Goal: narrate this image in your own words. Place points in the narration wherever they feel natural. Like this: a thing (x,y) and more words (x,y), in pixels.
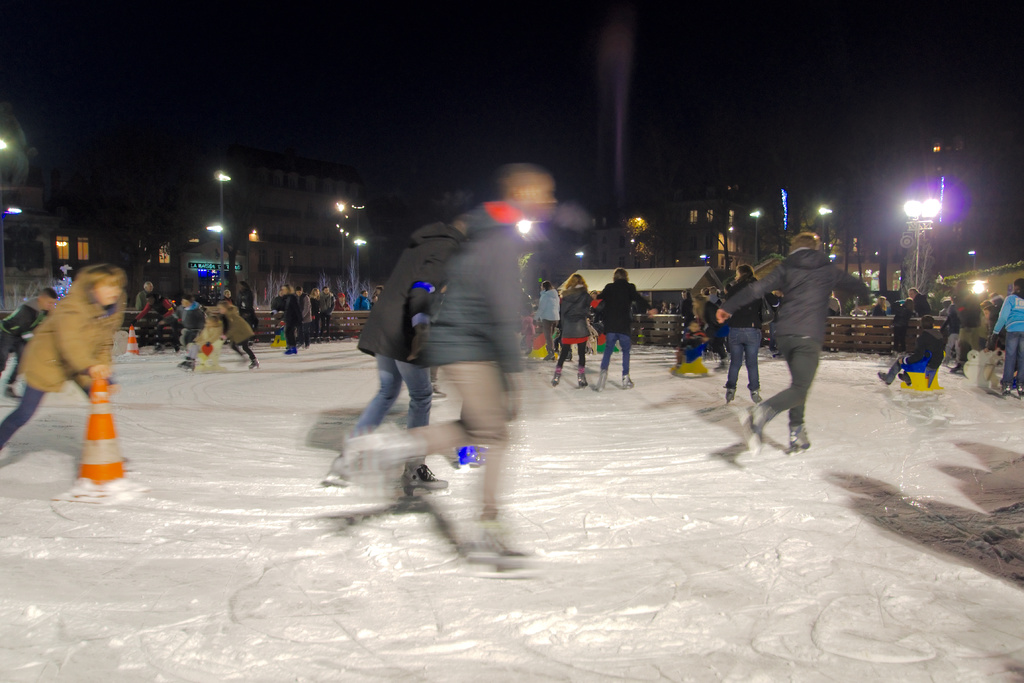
In this image I can see few people (586,350) are wearing ice skates (763,434). I can see a traffic cones (99,445) and fencing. Back Side I can see a buildings (248,214), lights (215,274), boards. Background is black color.
